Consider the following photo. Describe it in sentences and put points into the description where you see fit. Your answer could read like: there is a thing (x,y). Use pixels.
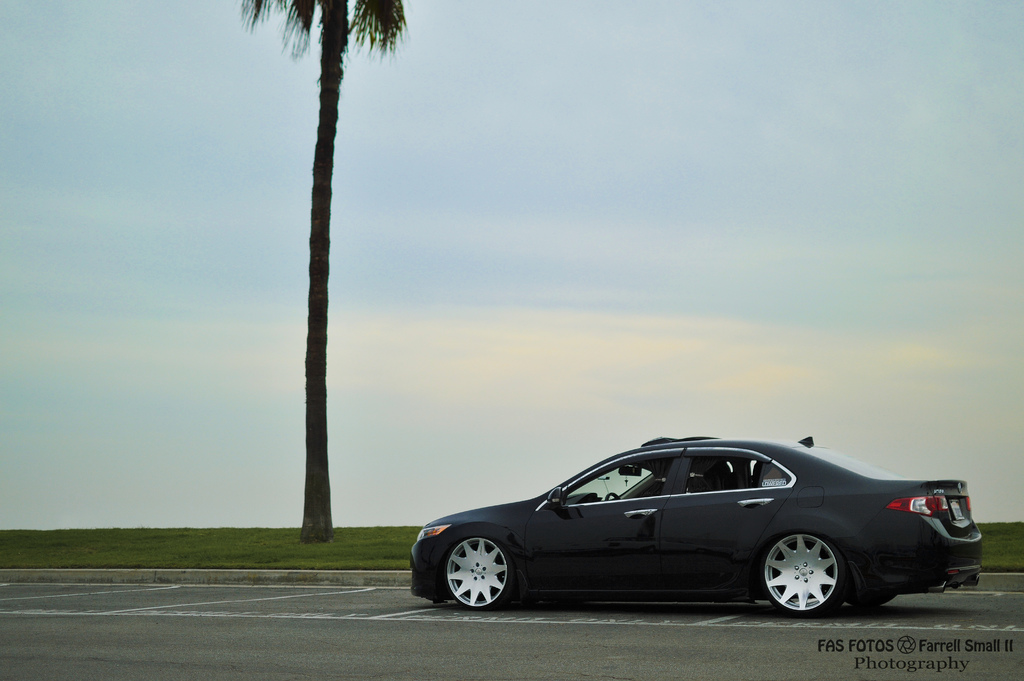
In this image there is the sky (746,195) towards the top of the image (784,179), there is a tree (325,42) towards the top of the image (332,24), there is grass (279,554), there is road (501,632) towards the bottom of the image (672,652), there is a car (421,594) on the road (443,628), there is text (877,641) towards the bottom of the image (935,651).
